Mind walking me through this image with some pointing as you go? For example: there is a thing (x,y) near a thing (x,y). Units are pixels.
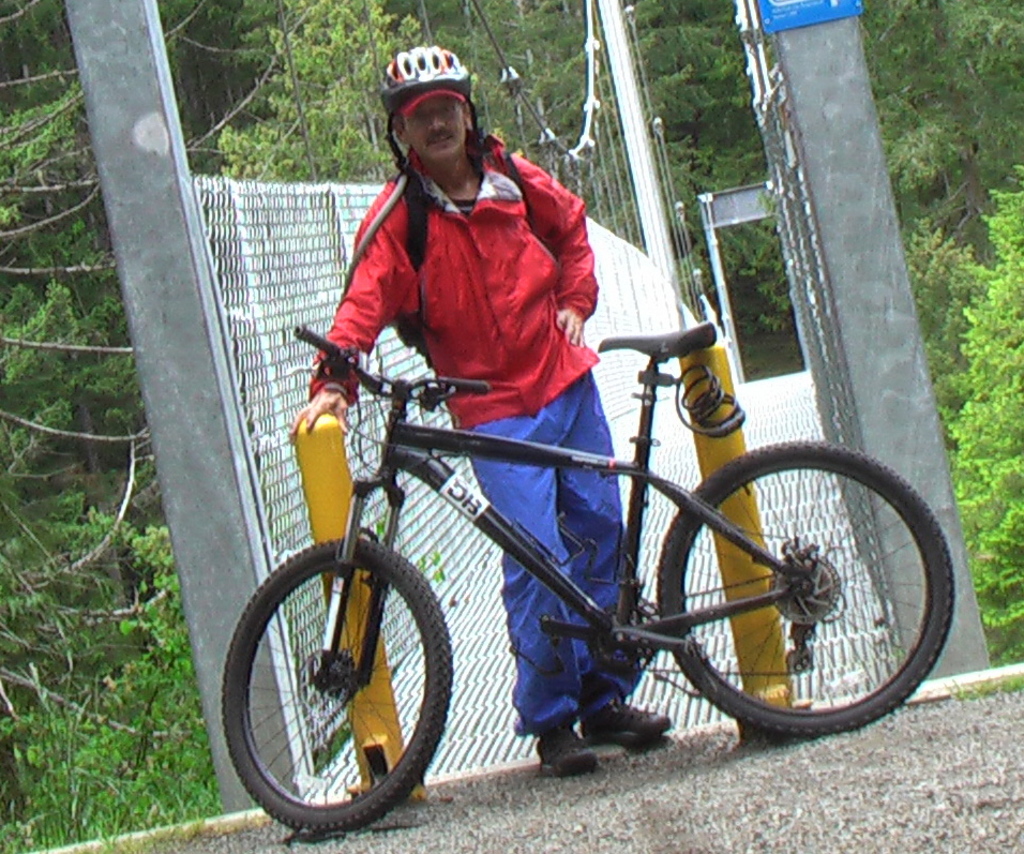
In this picture there is a man (528,386) in the center of the image (501,390) and there is a bicycles (371,619) in front of him, there is a net boundary (771,513) in the center of the image (472,552), behind the man (530,426) and there are trees (581,95) in the background area of the image (83,619).
